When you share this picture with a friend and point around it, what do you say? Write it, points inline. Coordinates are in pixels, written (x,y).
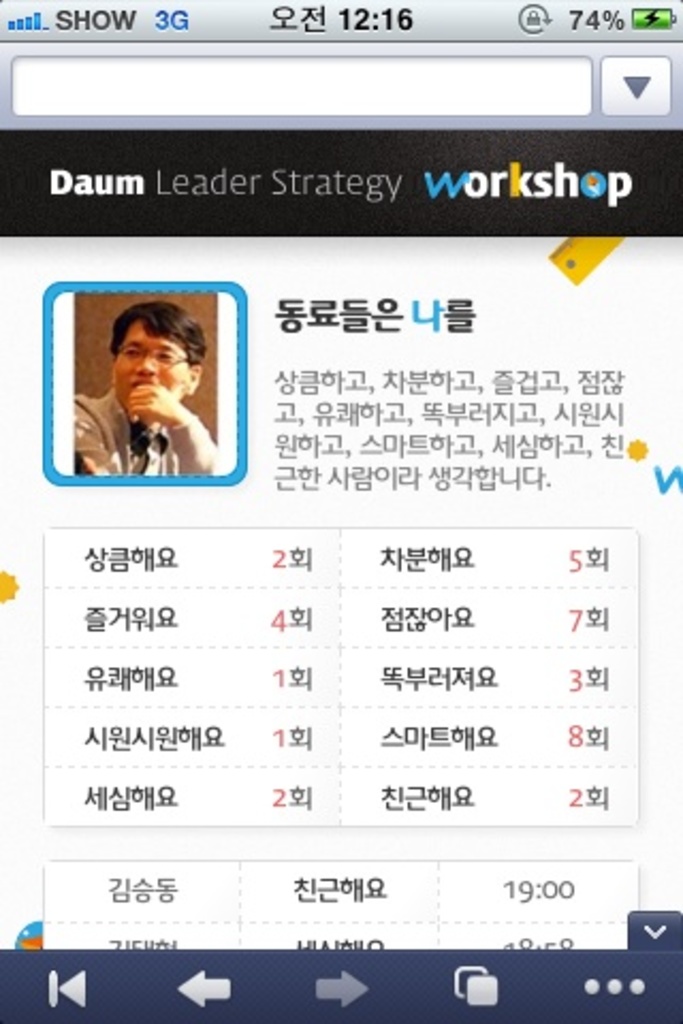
This is a web page and on this page we can see a man (121,322), symbols (349,992) and some text (541,419).
